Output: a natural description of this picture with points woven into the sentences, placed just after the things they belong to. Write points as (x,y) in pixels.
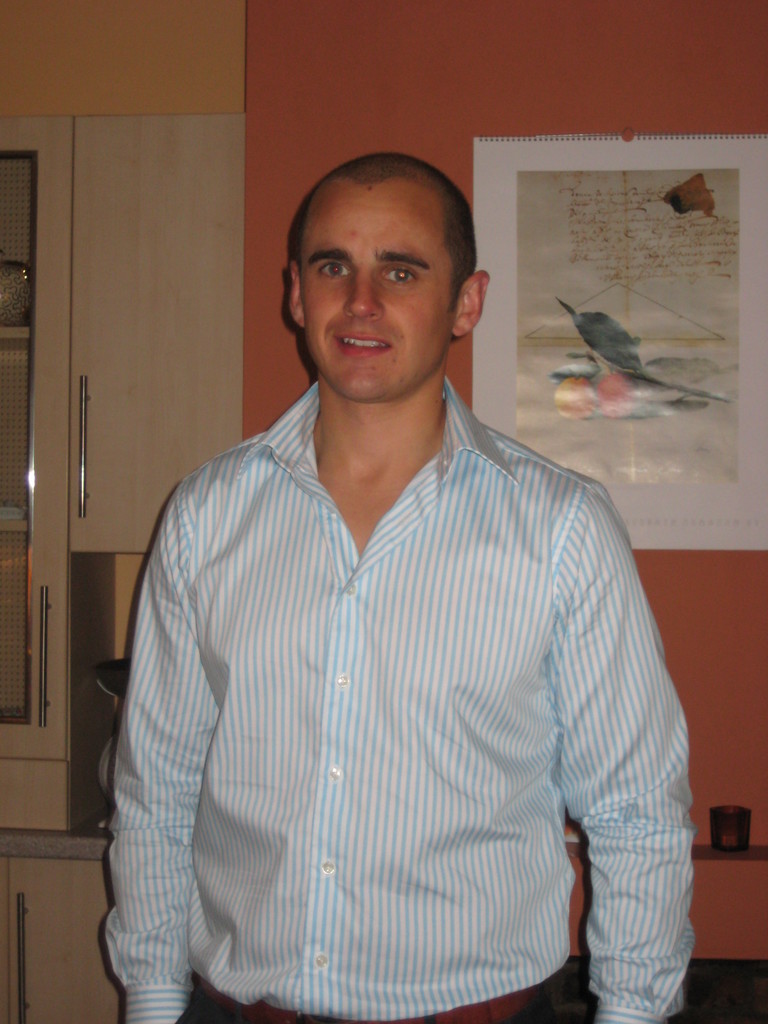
In the picture I can see a man (377,596) is standing and smiling. The man (414,712) is wearing a shirt (447,768). In the background (202,440) I can see a poster (614,226) attached to the wall (257,257) and some other objects (59,713).
